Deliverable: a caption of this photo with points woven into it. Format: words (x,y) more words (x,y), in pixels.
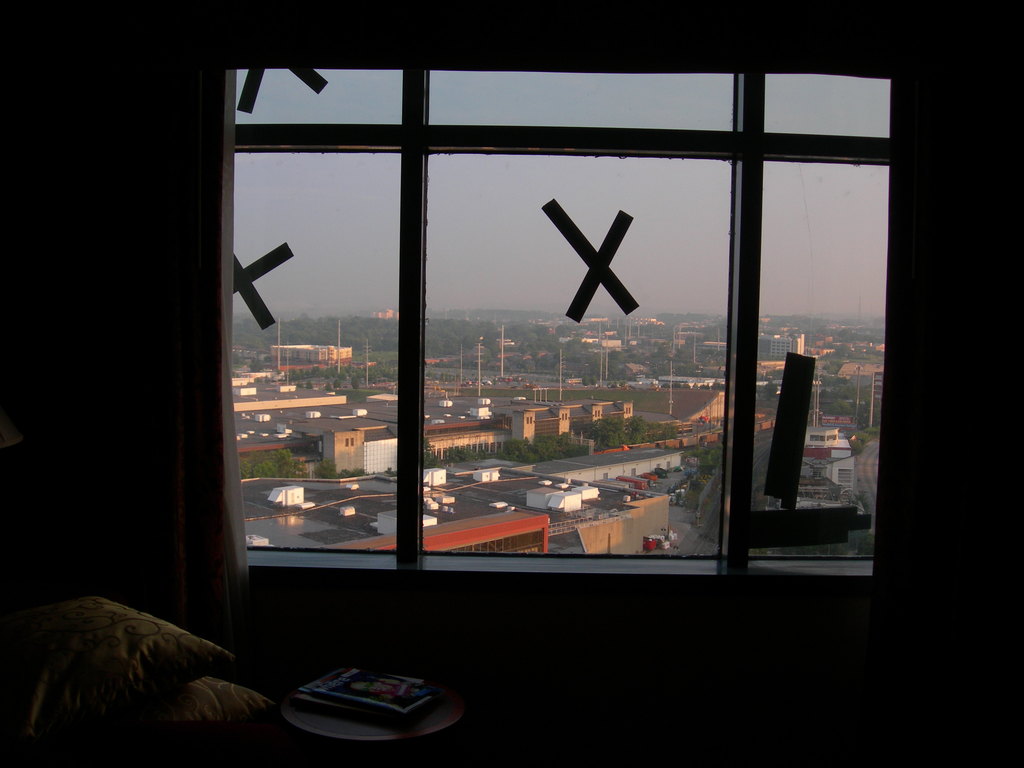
In this image in the front (364,732) there is a stool (379,718). On the stool (380,731) there are books (374,703) and on the left side (118,676) there are pillows (123,666). In the center (415,507) there is a window (295,489), behind the window (573,441) there are poles (366,362), trees (351,367), buildings (489,442).
